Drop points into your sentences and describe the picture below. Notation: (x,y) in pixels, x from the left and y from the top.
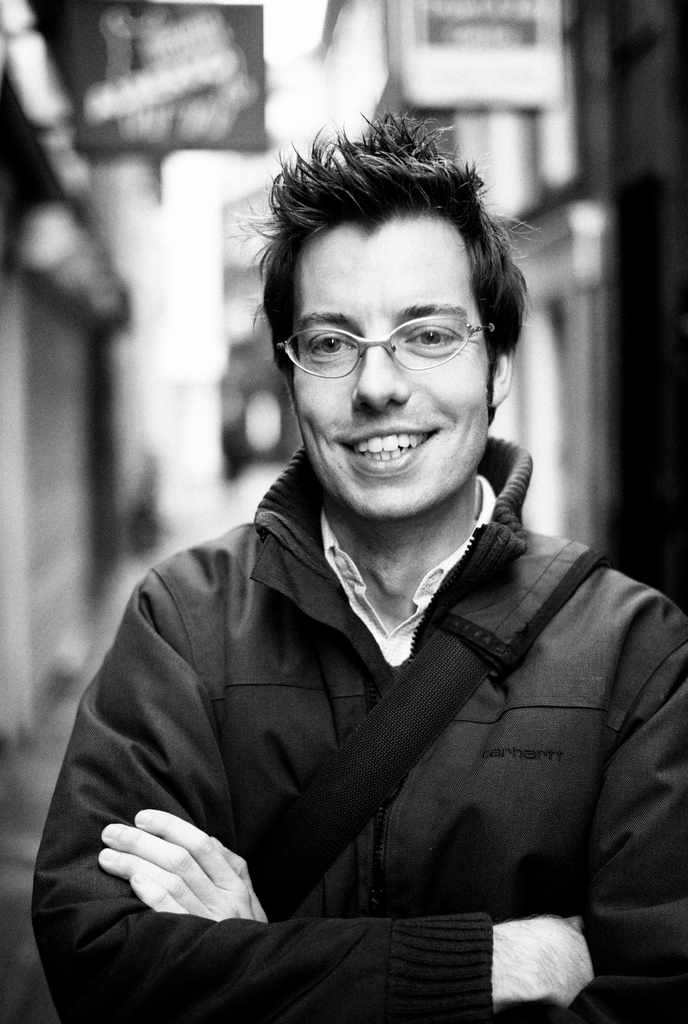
In this picture there is a man (359,596) in the center (404,639) standing and smiling and the background (598,314) is blurry.
